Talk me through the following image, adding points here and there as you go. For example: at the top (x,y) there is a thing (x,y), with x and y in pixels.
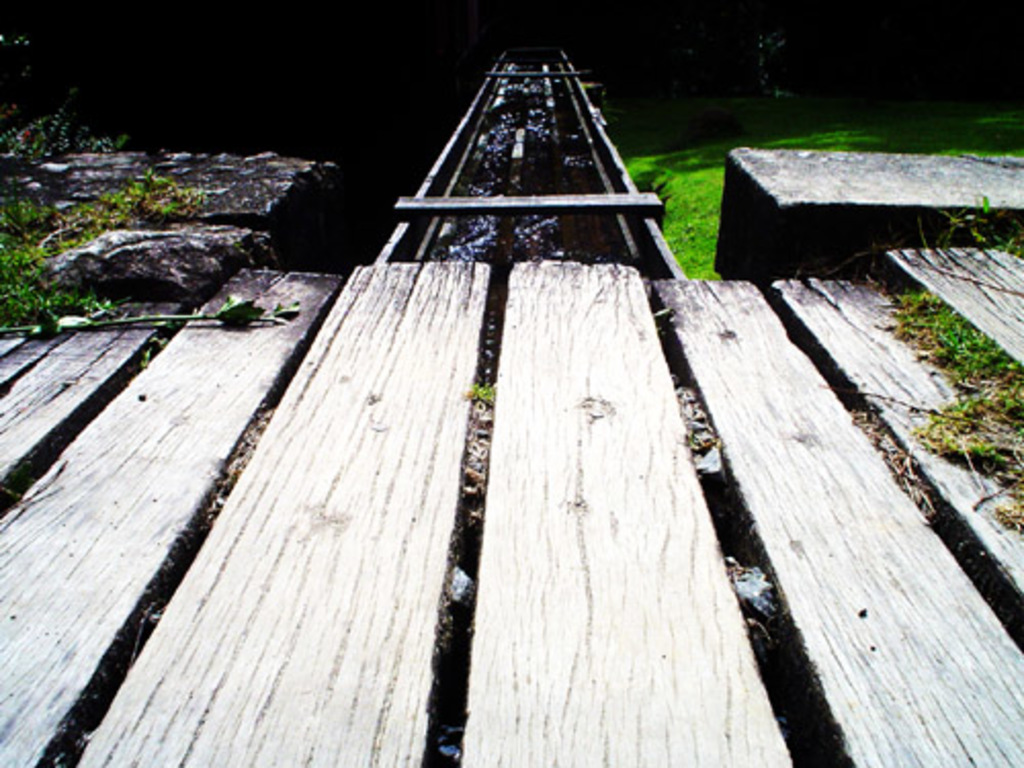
Here we can see a wooden platform (536,614), stones (85,251) and an object (546,162) over here and this is grass (998,141).
